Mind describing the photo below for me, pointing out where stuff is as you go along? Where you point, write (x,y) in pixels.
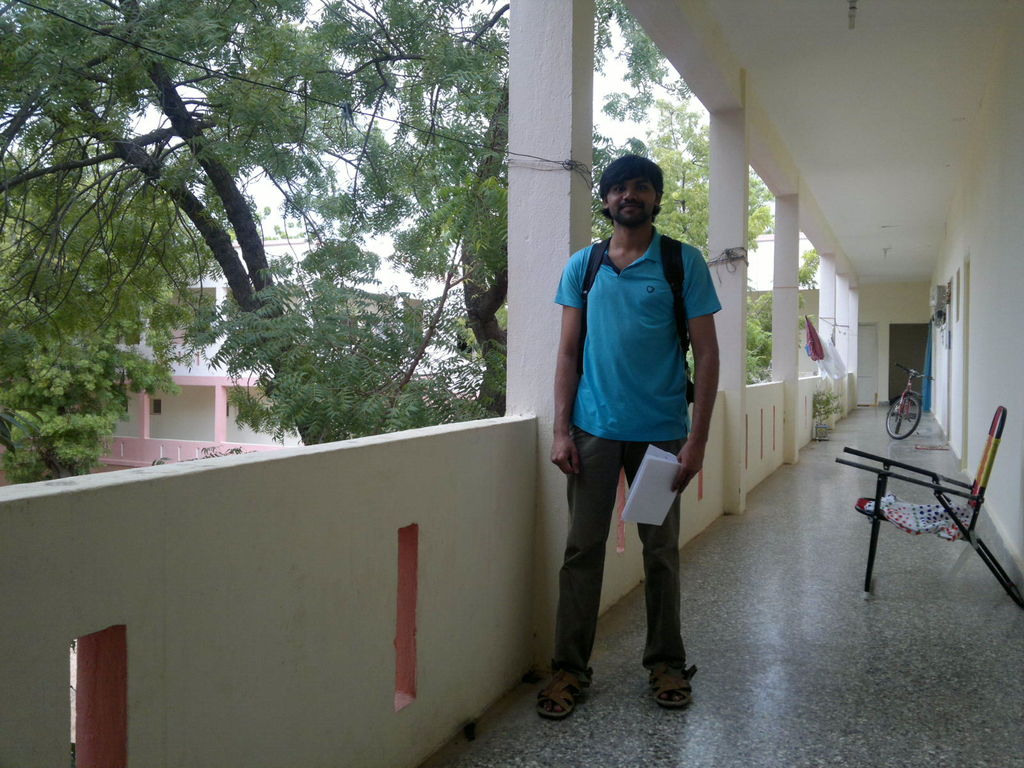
The image is taken in a building (612,596). In the center of the picture (647,348) there is a person (647,369) standing wearing a bag (593,279). On the right (903,388) there are rooms (979,383), bicycle (906,398), chair (960,495) and other objects (936,290). In the center of the picture (562,306) there are pillars (518,288) and trees (464,250). On the left (117,261) there are trees (145,226). In the center of the background it is building (311,246).
